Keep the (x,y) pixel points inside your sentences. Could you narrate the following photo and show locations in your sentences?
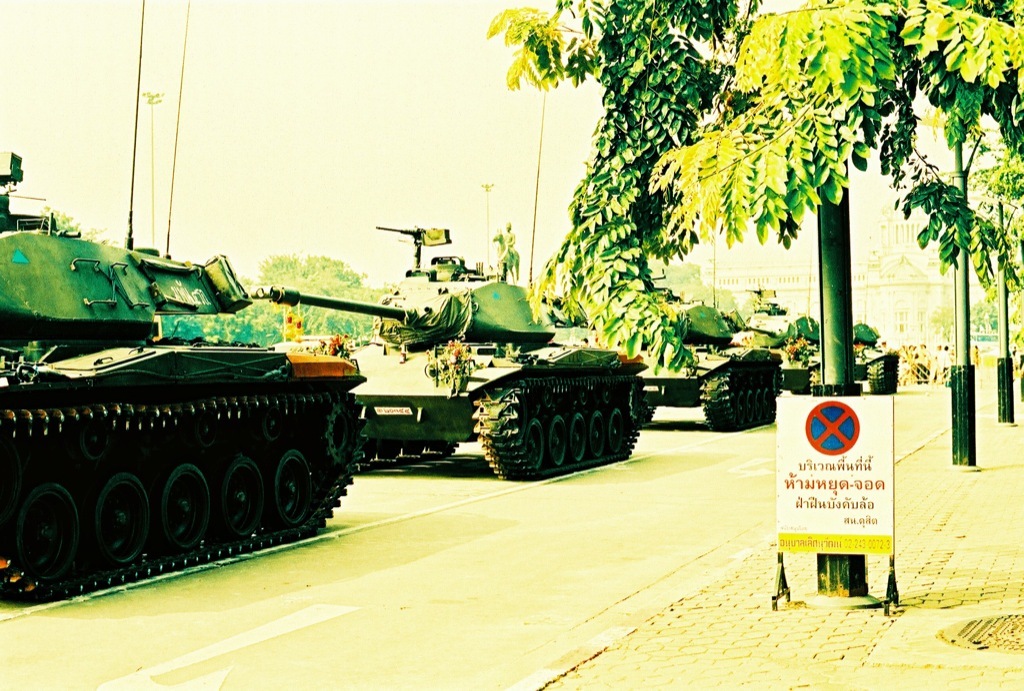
In this picture I can observe military tanks (403,298) parked on the road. On the right side (851,117) there are poles (961,280) and trees (867,93). In the background (372,137) there is sky (351,125).
